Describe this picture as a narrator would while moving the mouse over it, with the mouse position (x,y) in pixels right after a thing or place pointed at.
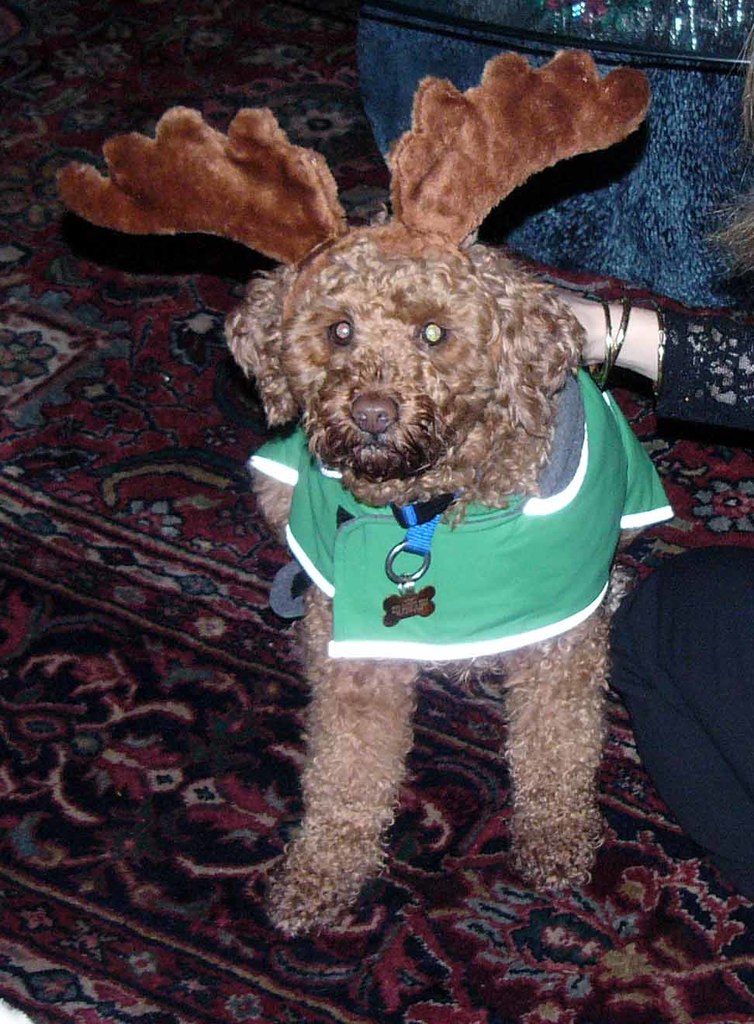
This is dog (471,630), here a person (698,634) is sitting on the mat (335,955).
